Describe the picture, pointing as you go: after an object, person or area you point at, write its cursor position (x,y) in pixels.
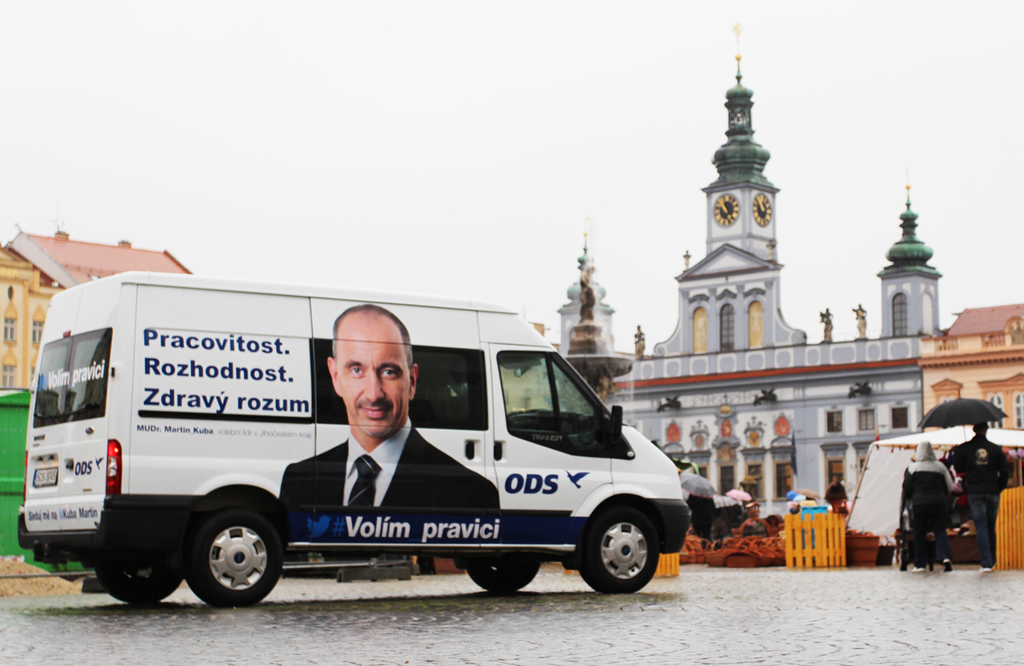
In this picture we can see a vehicle (354,527) on the road (537,626). On the right side of the vehicle (463,437) there are two people (927,485) walking and a person (963,460) is holding an umbrella (959,423). In front of the people (918,500) there are some objects (805,517), it looks like some people (732,509) holding the umbrellas (702,491). Behind the vehicle (364,488), there are buildings (7,308) and the sky (853,294).
